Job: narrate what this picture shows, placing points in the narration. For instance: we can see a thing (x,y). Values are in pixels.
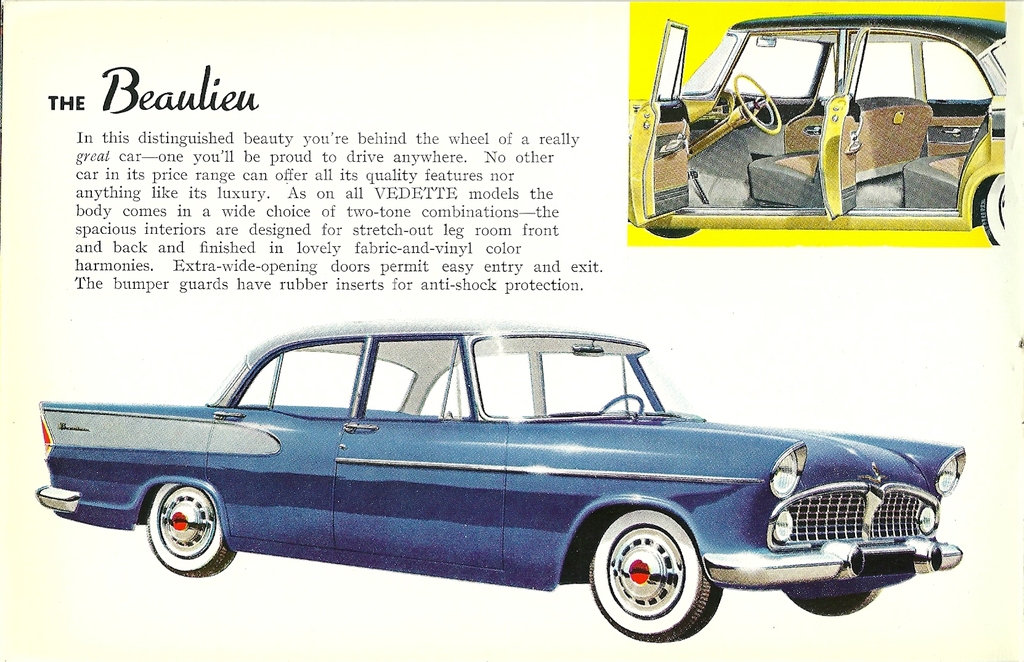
The image is a poster. At the bottom (471,556) there is a blue color car (612,462). On the right (847,72) there is a car (848,58) in yellow color. On the left (244,202) there is some text (305,258).
